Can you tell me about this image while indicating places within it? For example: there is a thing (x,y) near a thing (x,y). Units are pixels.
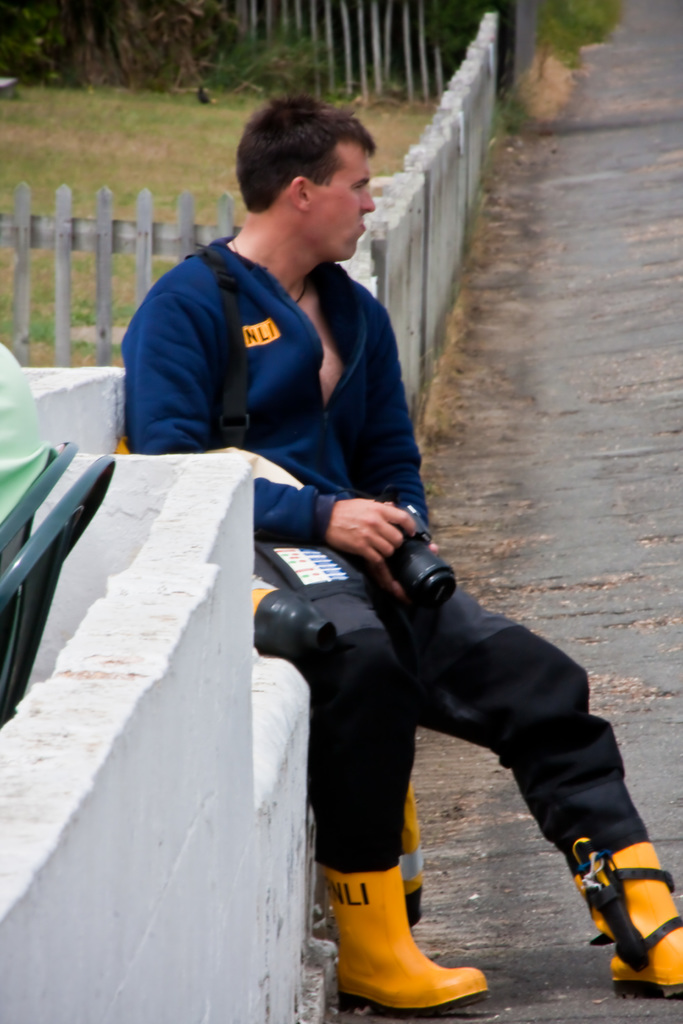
This picture shows a man (212,253) seated and holds a camera (421,583) in his hand (372,555).
